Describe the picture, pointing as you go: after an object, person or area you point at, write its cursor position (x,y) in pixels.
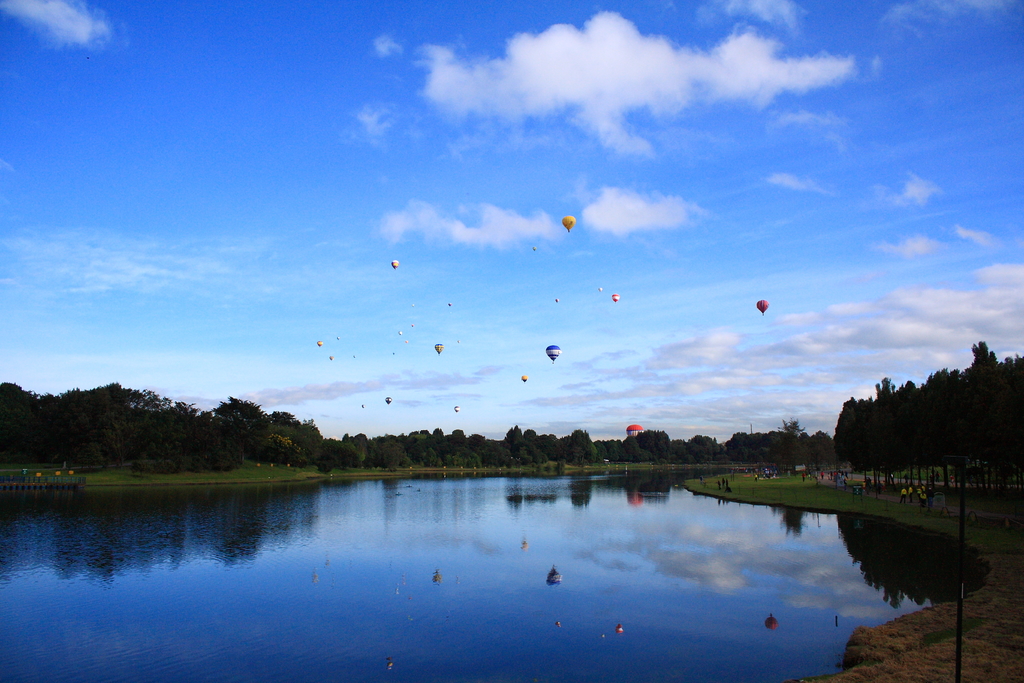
In this image I can see water (527,543) in the centre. On the both sides of the water (748,527) I can see grass grounds (883,655), number of trees (421,461) and on the right side of the image (930,499) I can see number of people (911,488). In the background (505,260) I can see a building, number of air balloons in the air (485,187), clouds (623,197) and the sky (598,253). I can also see reflection (210,520) on the water (584,528) and on the bottom right side of the image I can see a black colour pole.
